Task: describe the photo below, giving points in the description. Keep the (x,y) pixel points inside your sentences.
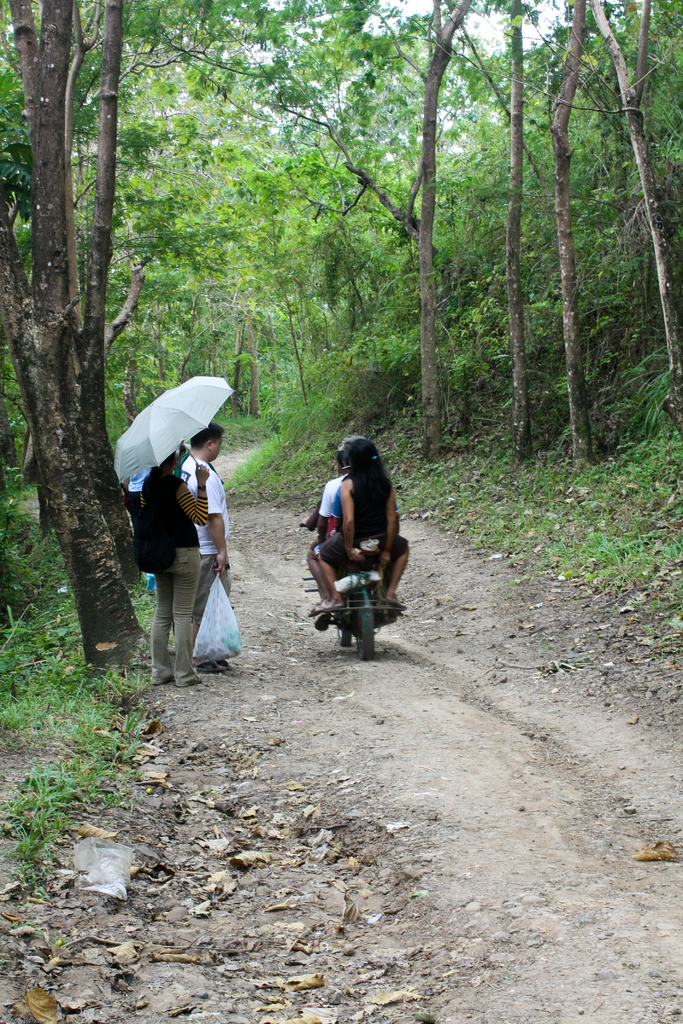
This picture is clicked outside. In the center (337,499) we can see there are some persons (358,494) sitting on the bike (365,621) and the bike (344,626) is running on the ground (363,679). On the left (187,608) we can see a person (177,601) wearing a backpack (166,515), holding a white color umbrella (150,450) and standing on the ground (198,707) and there is another person (216,494) holding a bag (219,653) and standing on the ground (261,740). In the foreground (249,825) we can see the dry leaves (287,898). In the background (490,31) there is a sky (486,32), trees (485,240), plants (505,350) and the green grass (632,555).
